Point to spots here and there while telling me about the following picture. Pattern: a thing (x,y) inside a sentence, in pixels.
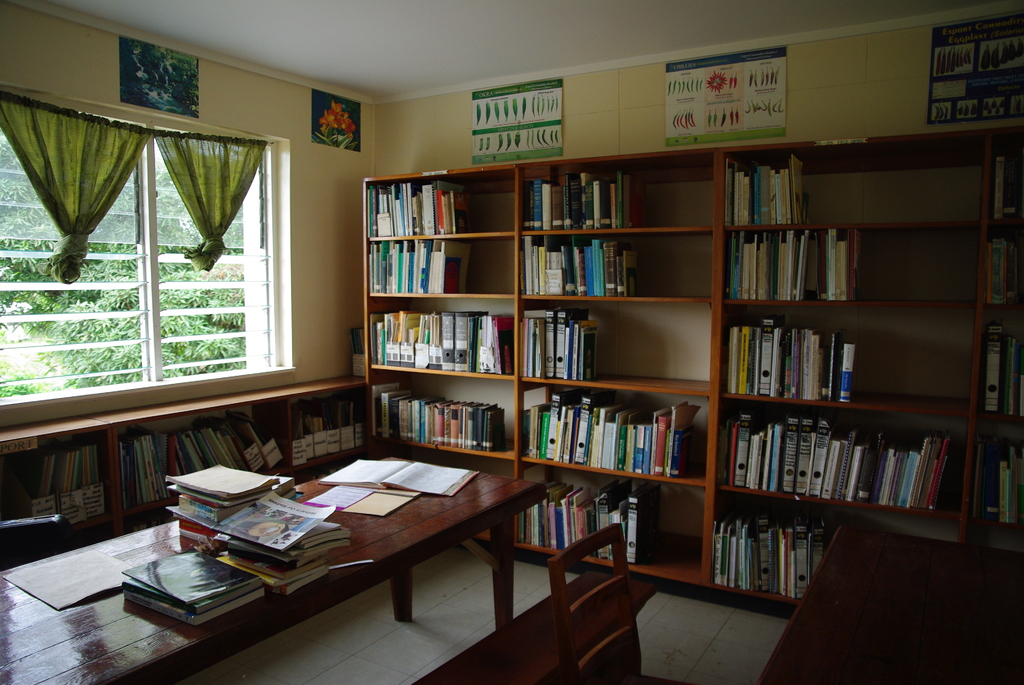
Here we can see a window (169,371), through it we can see trees (109,324). These are curtains (178,167) in green colour. We can see few posters (955,81) over a wall (342,216). We can see a rack (876,334) where books (793,207) are arranged in a sequence manner. here we can see chairs (564,661) and tables (838,647). On the table (444,507) we can see books (137,581). Here we can see files (324,443) arranged in a rack (313,460). This is a floor (444,599).
